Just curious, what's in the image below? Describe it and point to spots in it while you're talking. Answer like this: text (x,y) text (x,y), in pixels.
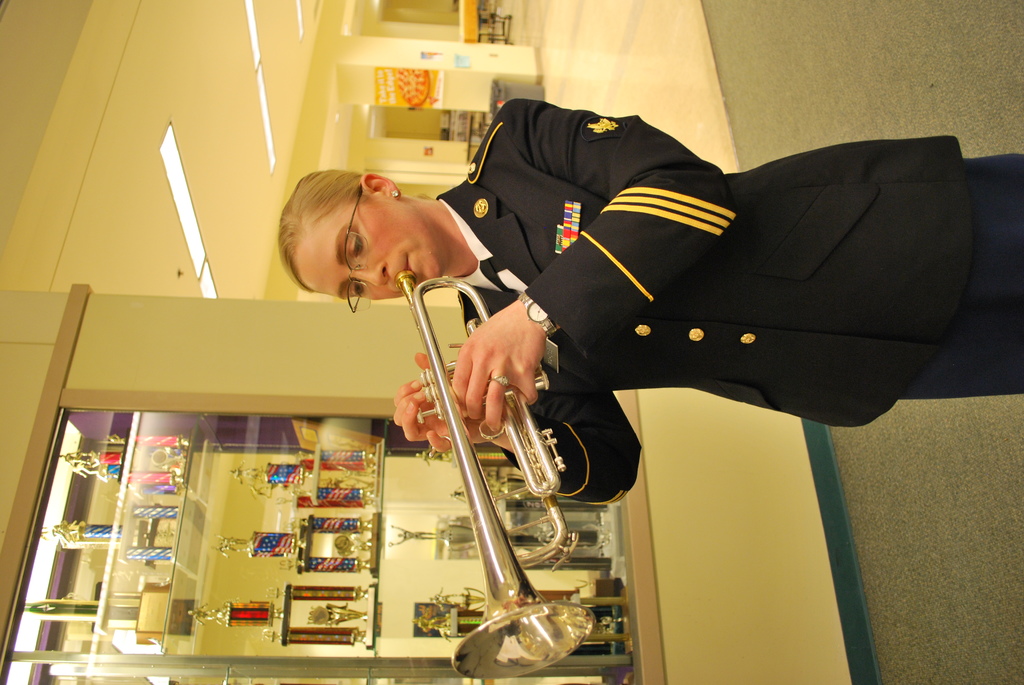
In the image we can see a woman (685,253) standing, she is wearing clothes (711,248), earring (397,193), spectacles (350,248), finger ring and a wrist watch (537,305) and she is holding a musical instrument (487,522) in her hand (466,377), these are the shelves (372,509), in the shelf (246,562) we can see there are objects (293,596), these are the pillars (471,71), light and a footpath (628,66) and a floor (616,76).
